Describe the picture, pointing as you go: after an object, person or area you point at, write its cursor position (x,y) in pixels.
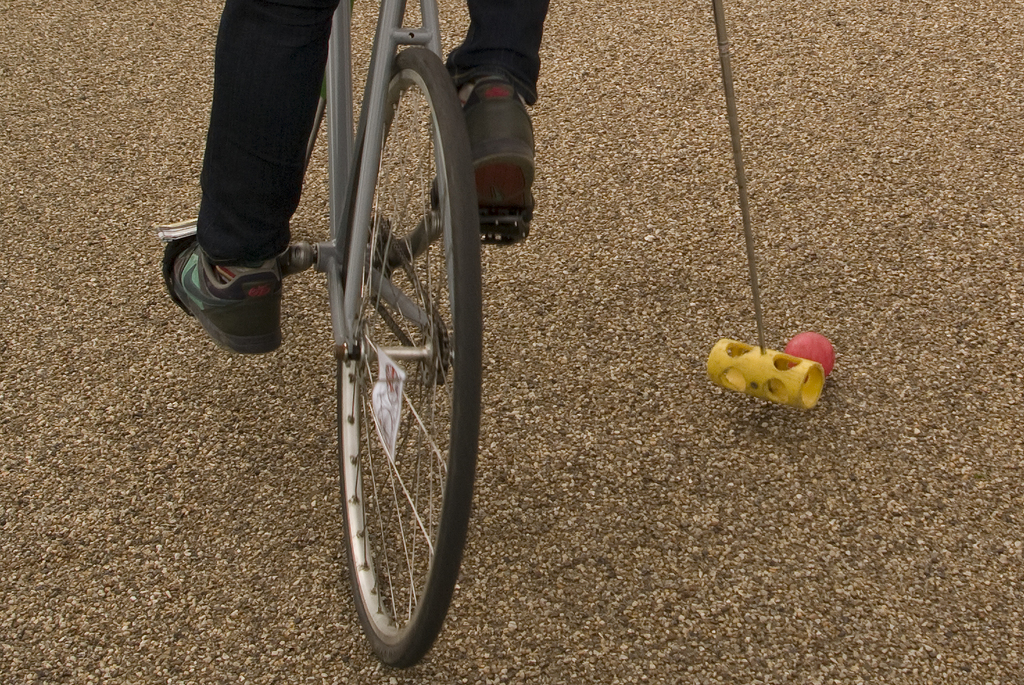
There is a person (307,37) in black color pant (516,8), holding a stick (771,351) and cycling on the ground (409,445), near a red ball (807,358), which is on the ground (815,461).
